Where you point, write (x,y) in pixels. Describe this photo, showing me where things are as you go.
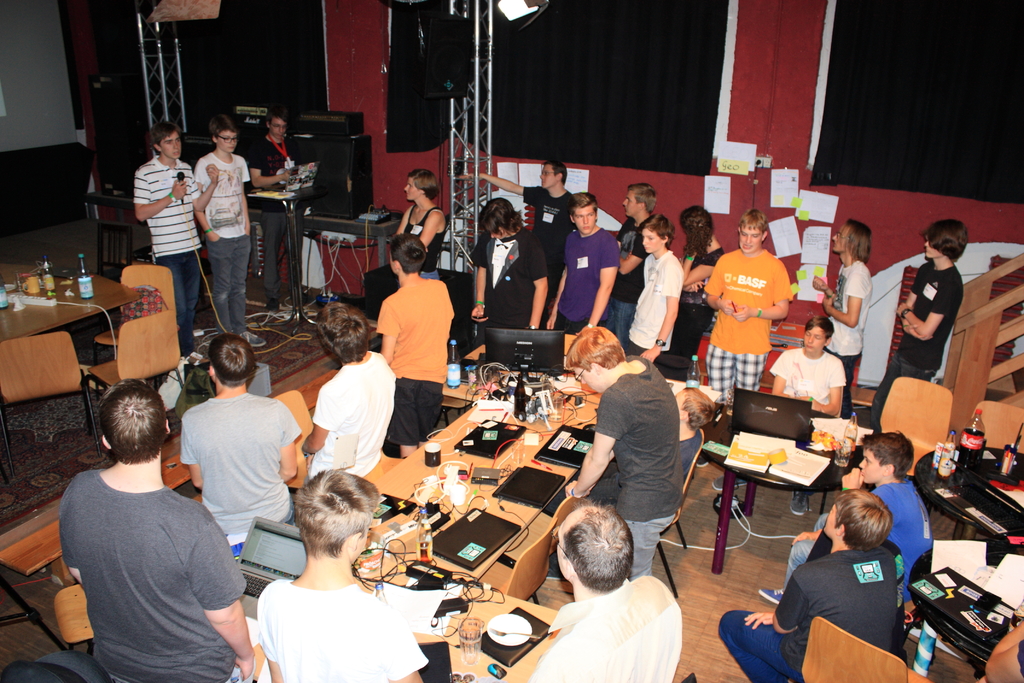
In this image we can see some persons (440,406) standing and some are sitting, we can see some laptops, wires (495,464), glasses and some other items (436,593) on table (422,469), on left side of the image (211,189) we can see three persons (233,223) standing and one of them is holding a microphone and in the background of the image (337,128) there are some sound boxes (346,157) and there is a wall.
